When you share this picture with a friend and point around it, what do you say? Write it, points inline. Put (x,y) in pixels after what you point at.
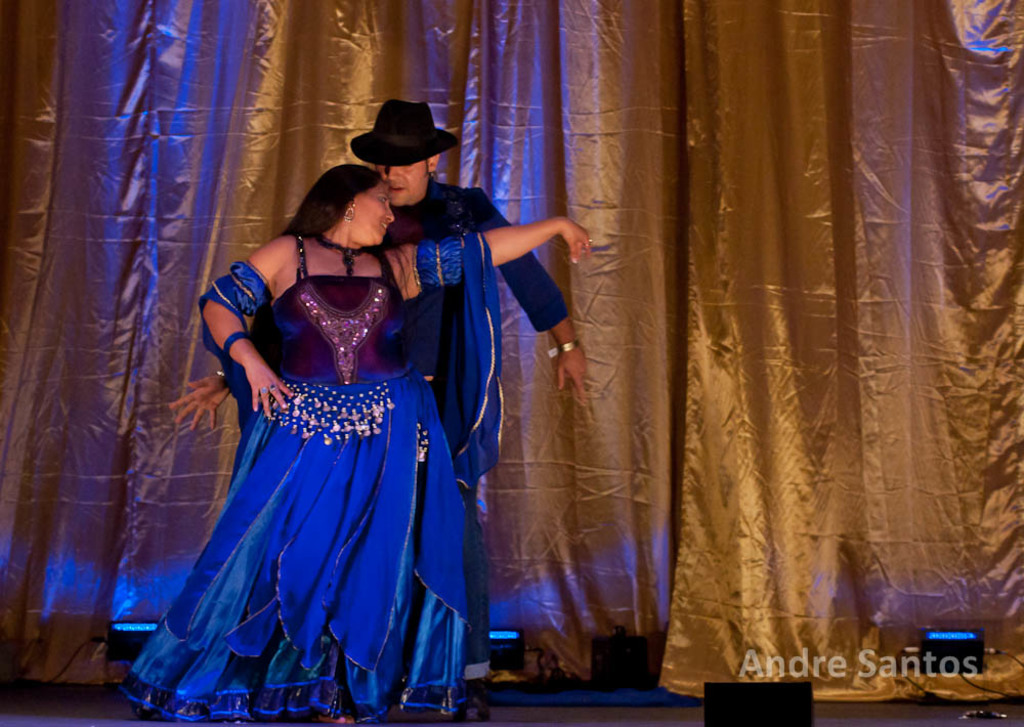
In this image in the center (413,322) there are persons (405,340) dancing on the stage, there are lights (964,655) and in the background (800,216) there is a curtain (770,256). At the bottom right of the image (862,657) there is some text (865,663) which is visible.
